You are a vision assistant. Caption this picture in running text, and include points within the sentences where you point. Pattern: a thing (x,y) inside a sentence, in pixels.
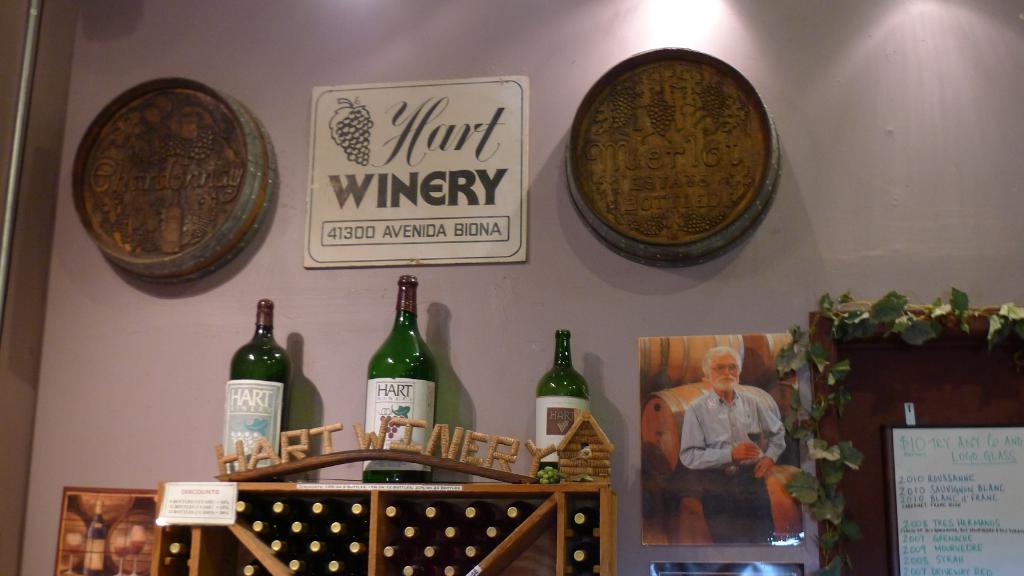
In this image there are three bottles (255,353) kept on the rack (371,507). In the background (476,256) on the wall (529,243) there is a board (415,215) with the name hart winery 41300 avenida biona. On the right side of the wall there is a frame (671,144) hanging. On the left side (175,173) there is a frame (176,173) hanging on the wall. At the right side (945,466) there is a whiteboard (963,496), some plants (920,323) and frames (711,462) attached to the wall (711,556).
